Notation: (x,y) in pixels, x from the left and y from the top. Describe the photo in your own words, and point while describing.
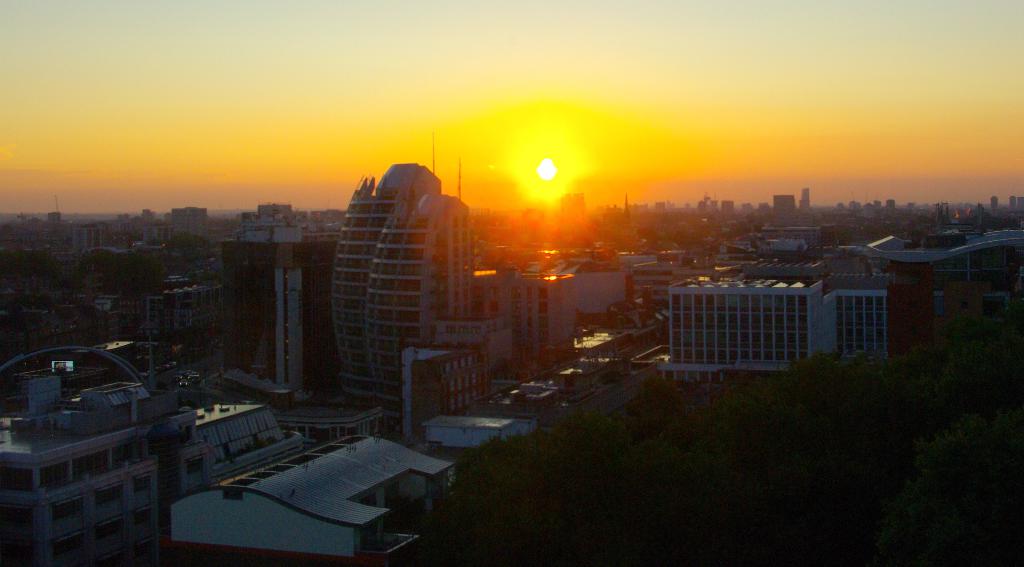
This image is clicked from a top view. There are many buildings (333,309) and skyscrapers (187,209) in the image. At the top (488,56) there is the sky (600,63). There is the sun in the sky (672,37). In the bottom right (708,482) there are trees (764,446).
